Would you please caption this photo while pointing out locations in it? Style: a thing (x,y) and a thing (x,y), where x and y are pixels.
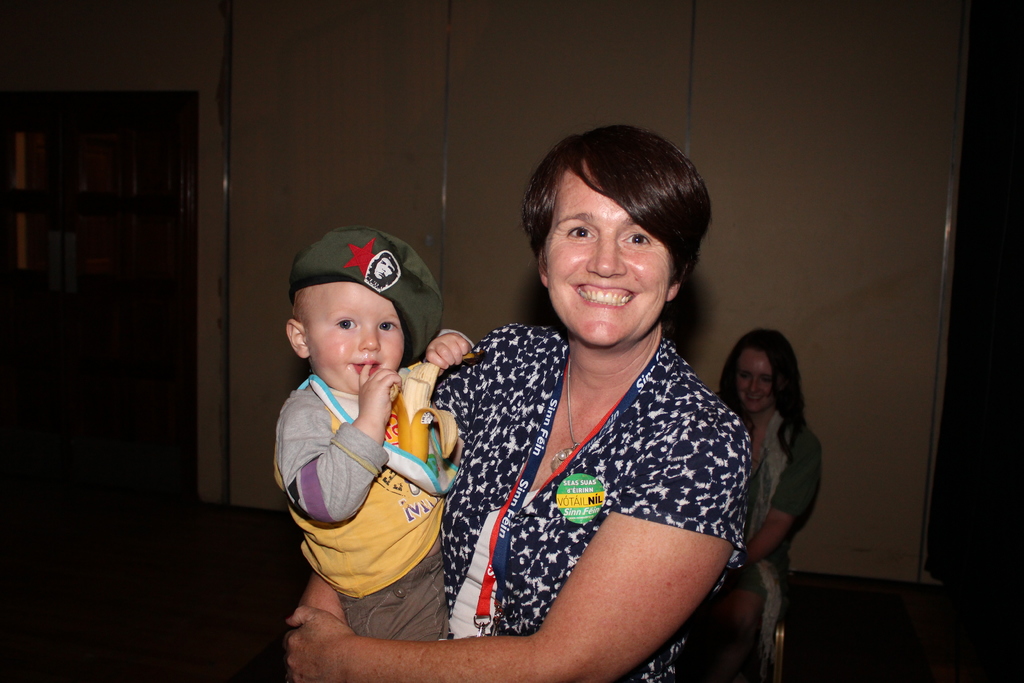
In this image, we can see a lady (588,418) smiling and holding a kid (340,370) and wearing an id card (504,515). In the background (788,479), there is an another lady (753,600) sitting on the chair (779,642) and we can see a door (103,285) and there is a wall (381,190).
